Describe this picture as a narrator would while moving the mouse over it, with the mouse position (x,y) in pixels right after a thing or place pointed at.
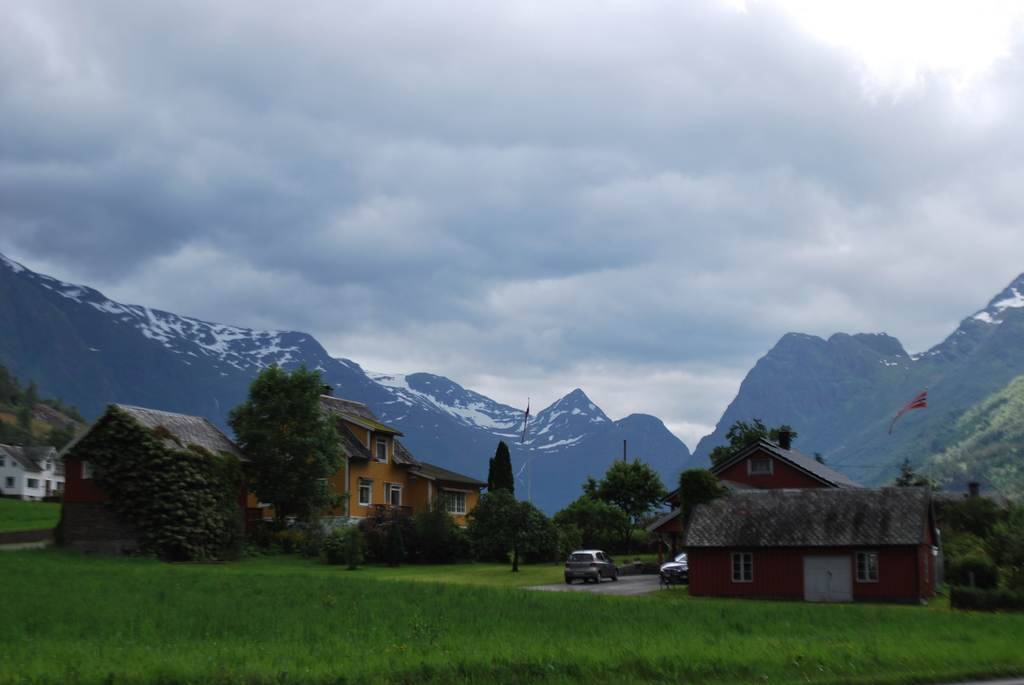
In this picture we can see grass (536,616) at the bottom (449,619), in the background (900,371) there are hills (408,377), we can see houses (818,477), trees (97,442), cars (607,570) in the middle (358,454), we can see the sky (451,125) at the top of the picture (466,79).
